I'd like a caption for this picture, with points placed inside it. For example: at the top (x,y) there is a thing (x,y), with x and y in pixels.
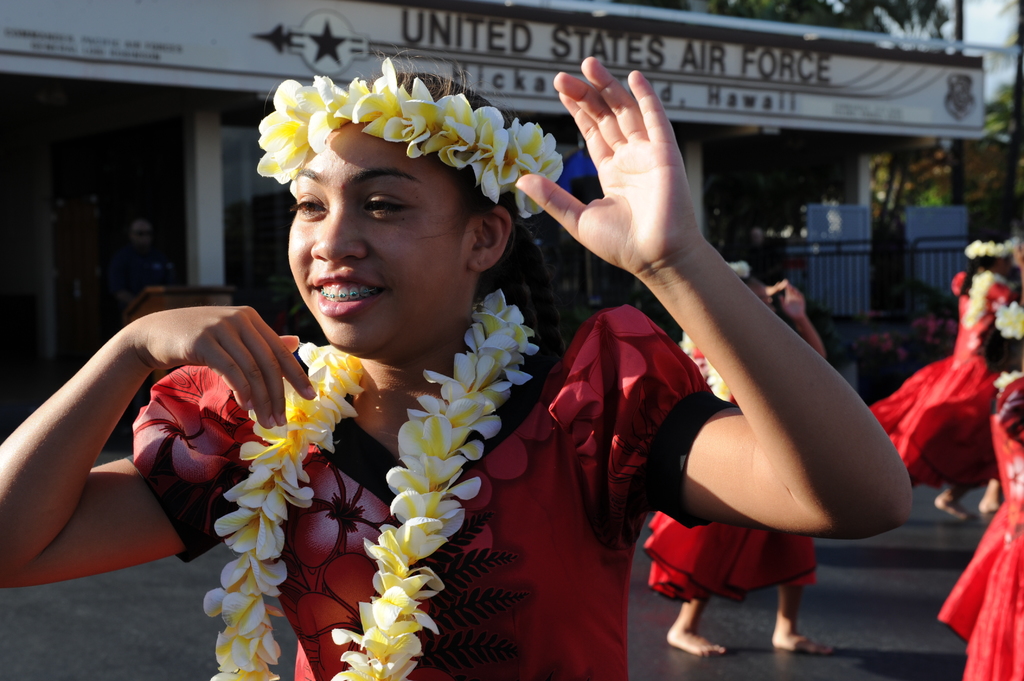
In this picture there are people (704,358) wore garlands (254,475) and we can see road (929,608). In the background of the image (142,108) we can see building (503,73), leaves (984,156), podium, person (148,276), sky (981,0) and objects (960,231).
